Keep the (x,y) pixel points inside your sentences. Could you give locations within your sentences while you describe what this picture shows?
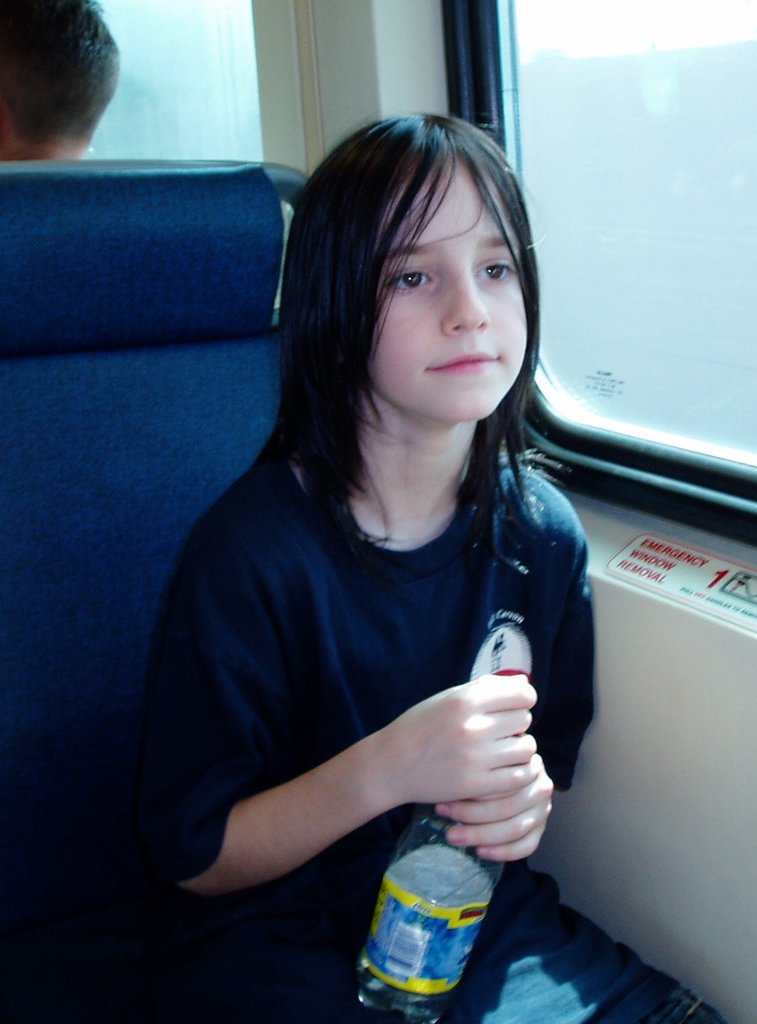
She is sitting on a seat (96,728). She is holding a bottle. We can see in background (533,114) window (522,110).
